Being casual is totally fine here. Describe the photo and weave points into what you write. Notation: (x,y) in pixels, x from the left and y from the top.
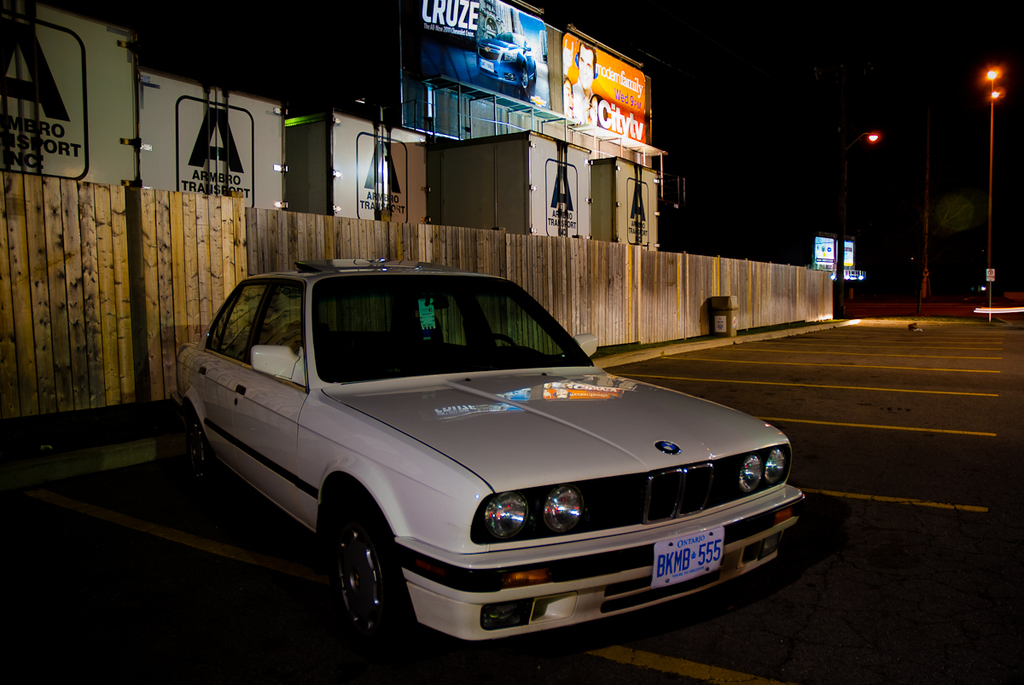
In this image, we can see a vehicle (709,476). We can also see the ground (821,419) with some objects (726,301). We can see the wooden fence (610,309). We can see some containers (511,170). We can see some hoardings (585,90) with text (629,96) and images (572,60). We can see some poles (923,275) with lights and some objects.
